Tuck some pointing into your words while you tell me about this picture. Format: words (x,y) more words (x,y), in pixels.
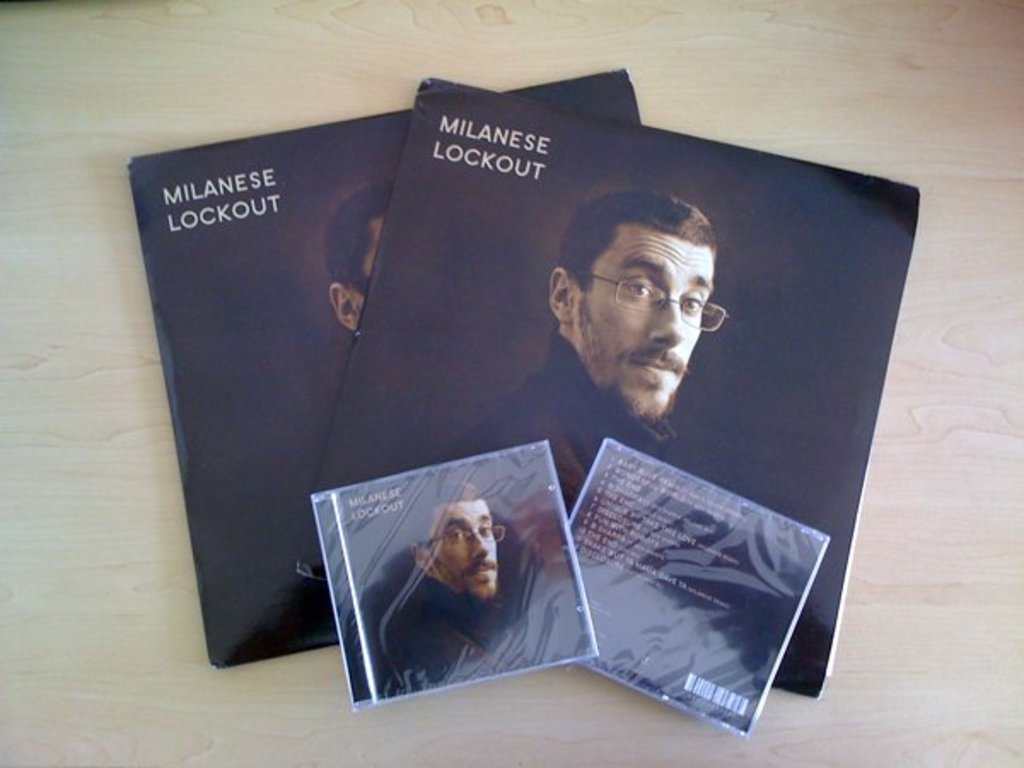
Here in this picture we can see a couple of record sleeves (182,390) and CD boxes (454,497) present on the table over there and on that we can see a person (560,372) present over there and we can see he is wearing spectacles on him over there.
